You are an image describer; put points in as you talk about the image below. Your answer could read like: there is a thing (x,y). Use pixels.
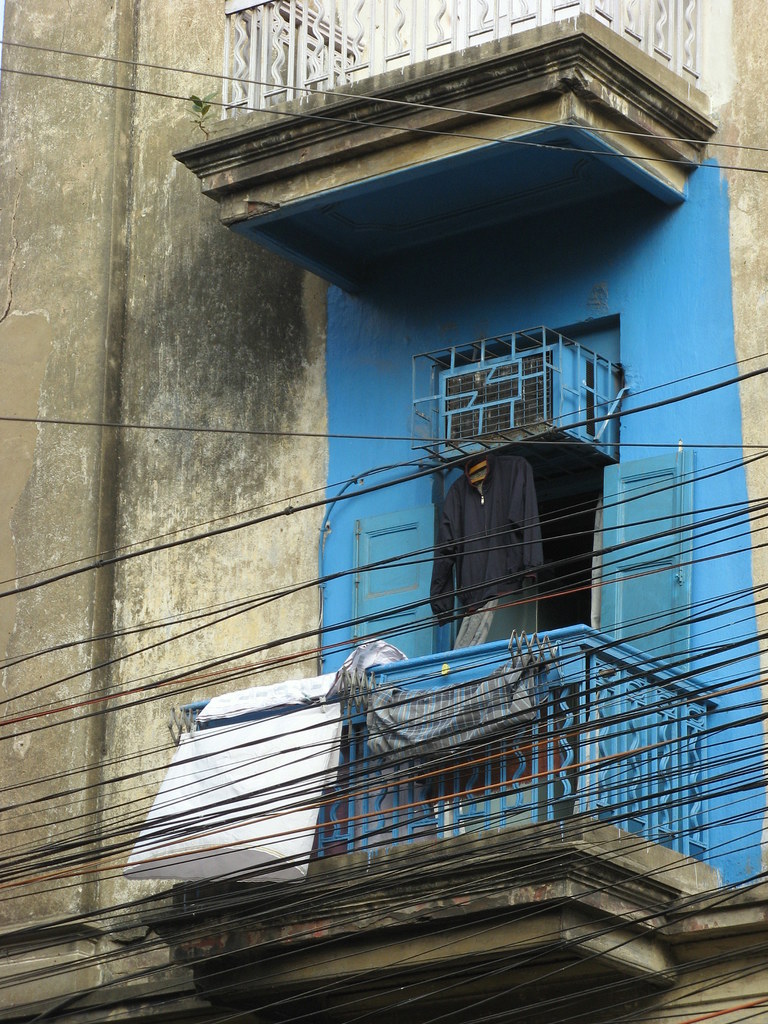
In this image we can see the building wall (231,396), door (391,530), air conditioner (540,378), clothes (487,598) and also the fence (258,53). We can also see many electrical wires (347,482).
